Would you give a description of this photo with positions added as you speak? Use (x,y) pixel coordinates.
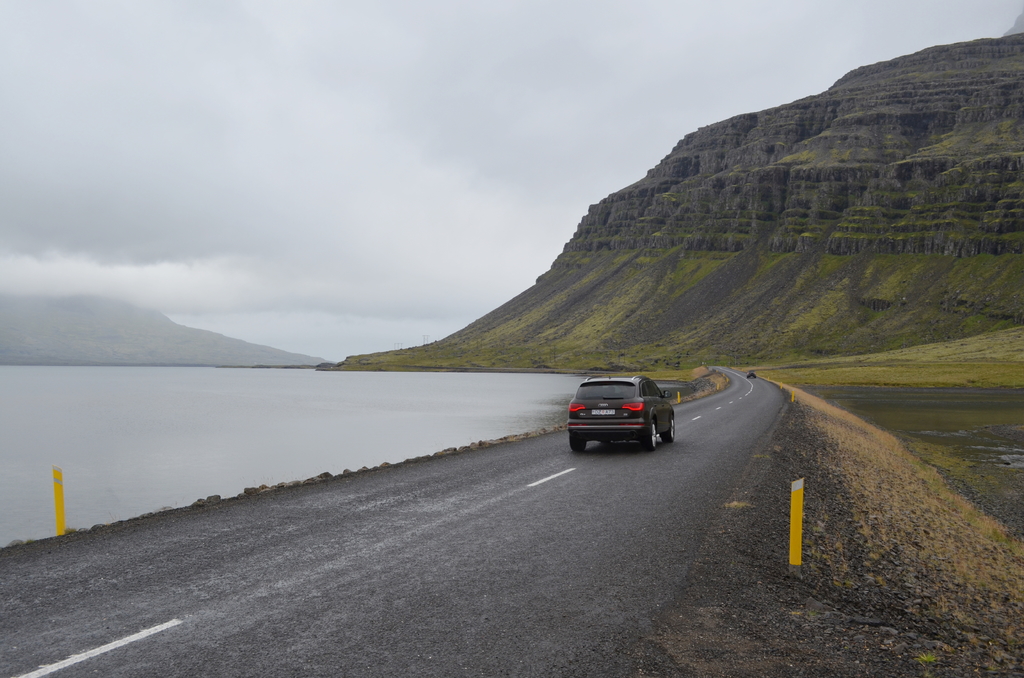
In this image we can see a black color car (612,416) is moving on the road (519,605). Here we can see water (285,464), grassland (873,432), hills (747,287) and cloudy sky (219,270) in the background (317,265).
